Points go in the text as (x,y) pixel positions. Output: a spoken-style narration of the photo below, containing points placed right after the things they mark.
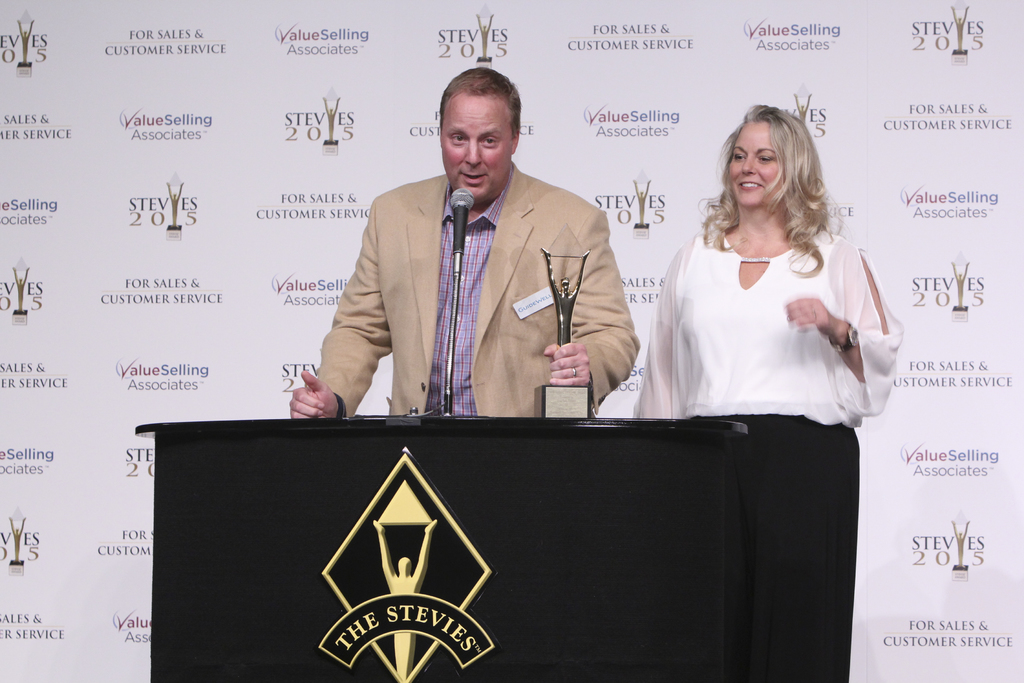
In this image, we can see a man (422,222) standing behind the podium (517,452). He is talking in-front of a microphone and holding a trophy (567,415). Beside him, there is a woman (759,369) standing and smiling. In the background (695,214), there is a banner (848,143).
